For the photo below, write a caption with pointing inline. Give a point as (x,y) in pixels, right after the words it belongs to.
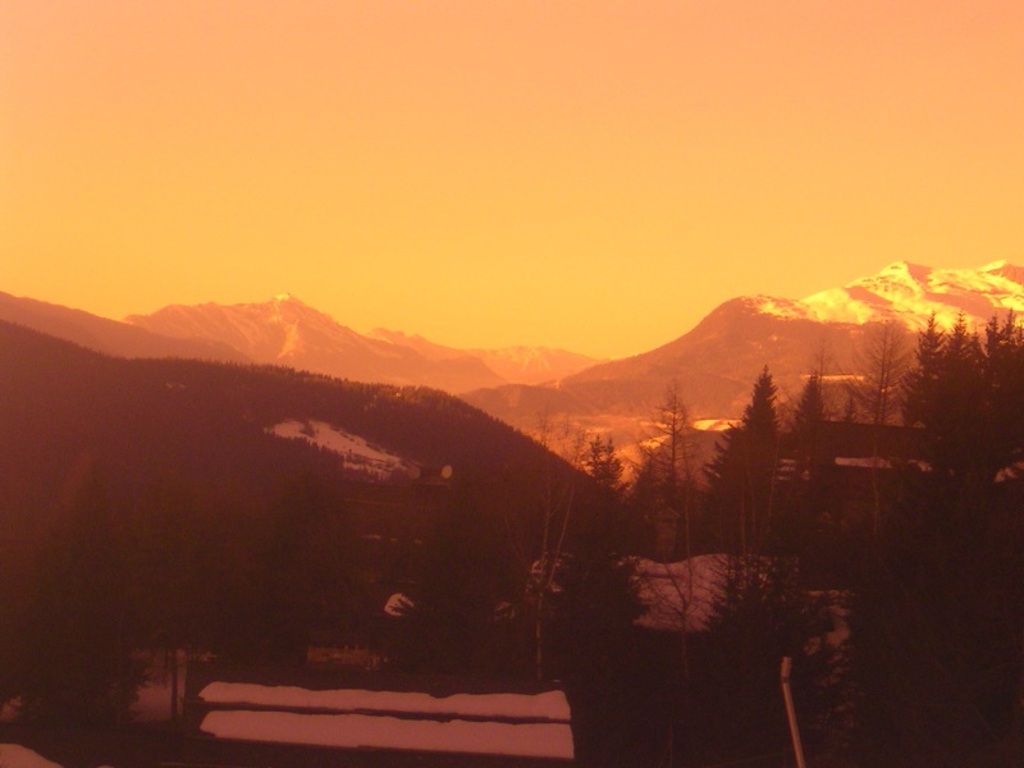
In this image, we can see some trees (772,596) and hills (377,332). At the top of the image (546,121), we can see the sky (696,137).
